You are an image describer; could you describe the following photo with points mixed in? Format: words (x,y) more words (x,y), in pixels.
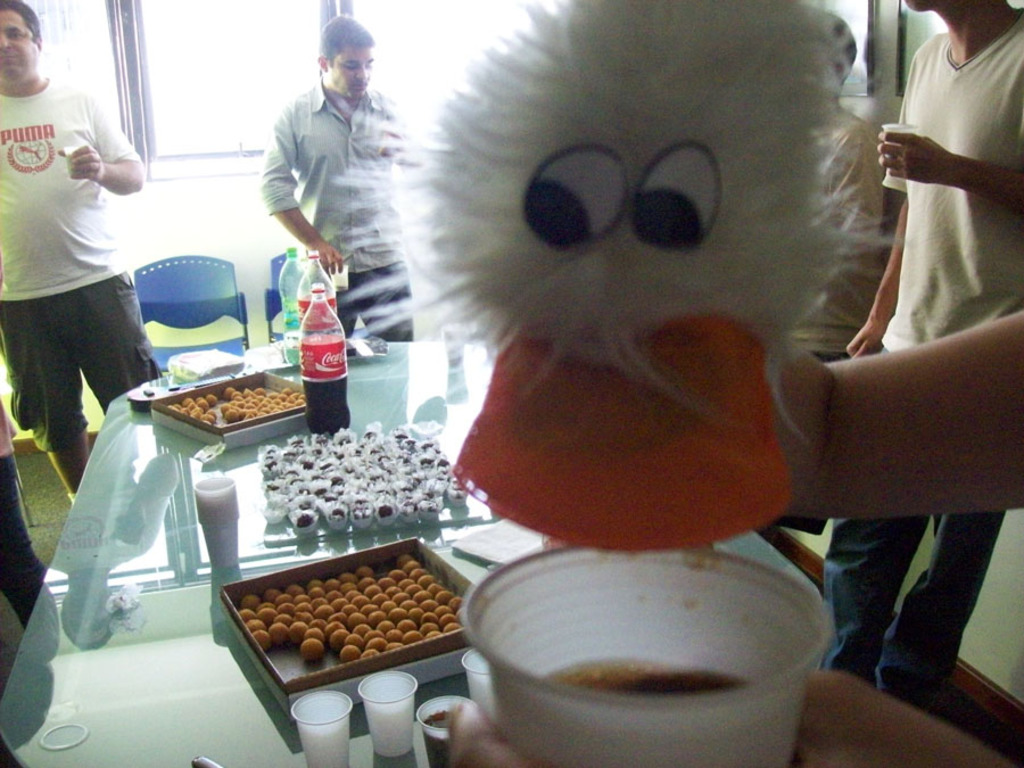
In this picture I can see many people (18,130) were standing near to the table (238,724). On the table (263,758) I can see the coke bottle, bottles (305,328), cups (219,529), water bottle (293,351) and other objects (308,527). Beside them I can see the chairs (272,334). At the top (205,40) I can see the windows (488,45).
